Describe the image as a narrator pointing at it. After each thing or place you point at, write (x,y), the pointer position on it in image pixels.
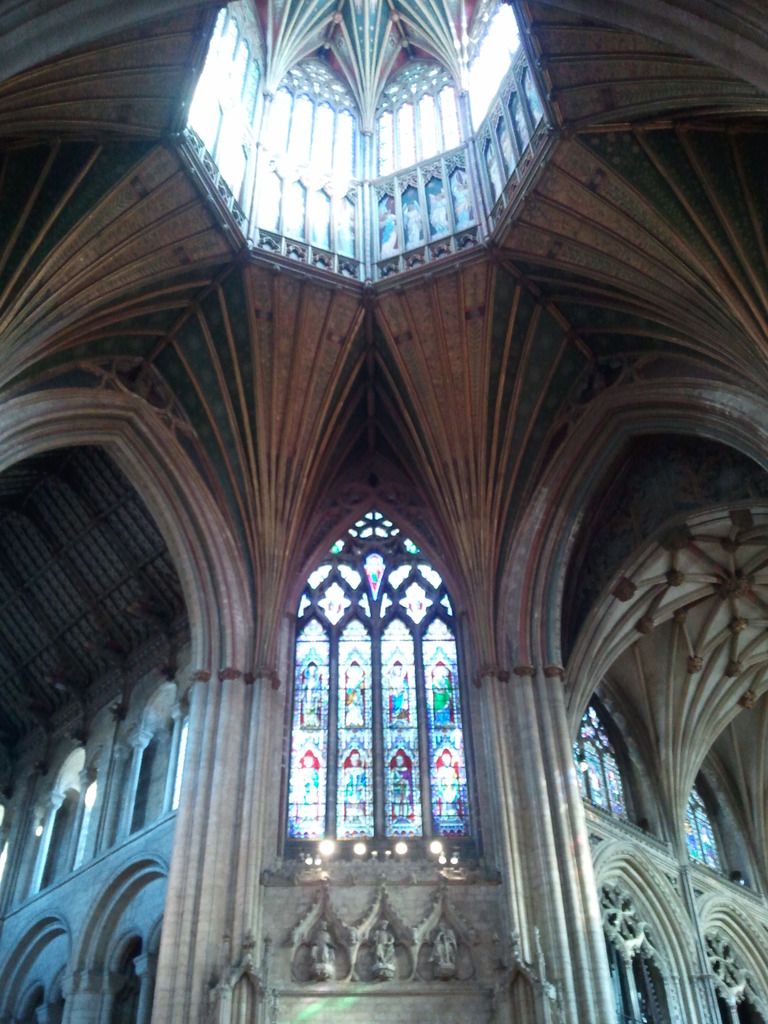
The image is, inside the building (331,617). On the top (381,173) there is a glass lantern (336,132). The roof (138,160) is in brown color and the pillars (541,705) are in white color.
